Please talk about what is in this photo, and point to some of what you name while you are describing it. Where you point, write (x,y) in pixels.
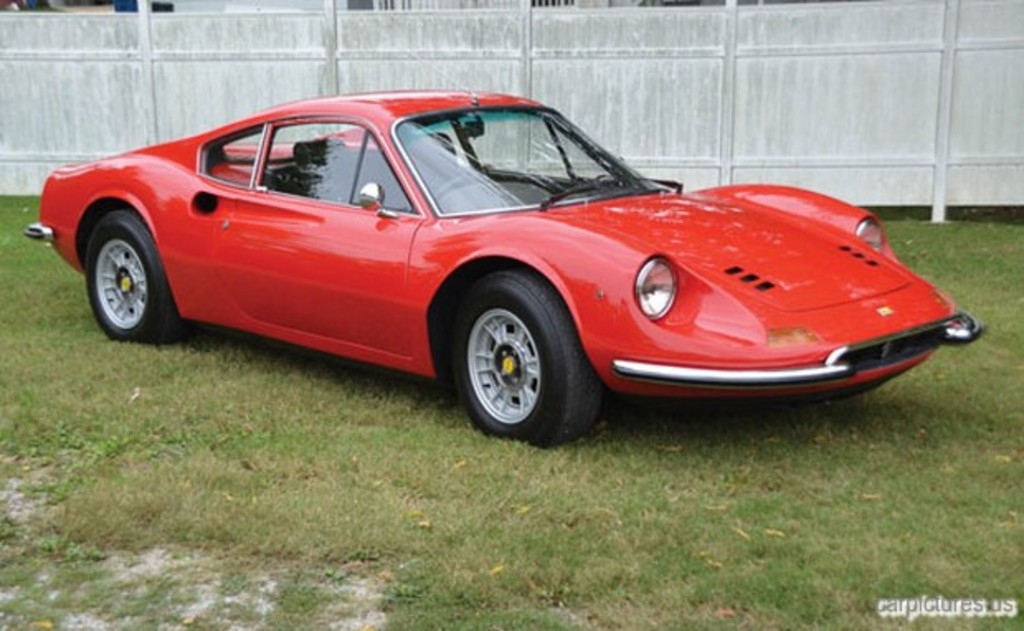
In this image there is a car (728,366) on a grassland (762,509), in the background (28,82) there is a wooden wall (798,164), in the bottom right (919,607) there is text (978,604).
